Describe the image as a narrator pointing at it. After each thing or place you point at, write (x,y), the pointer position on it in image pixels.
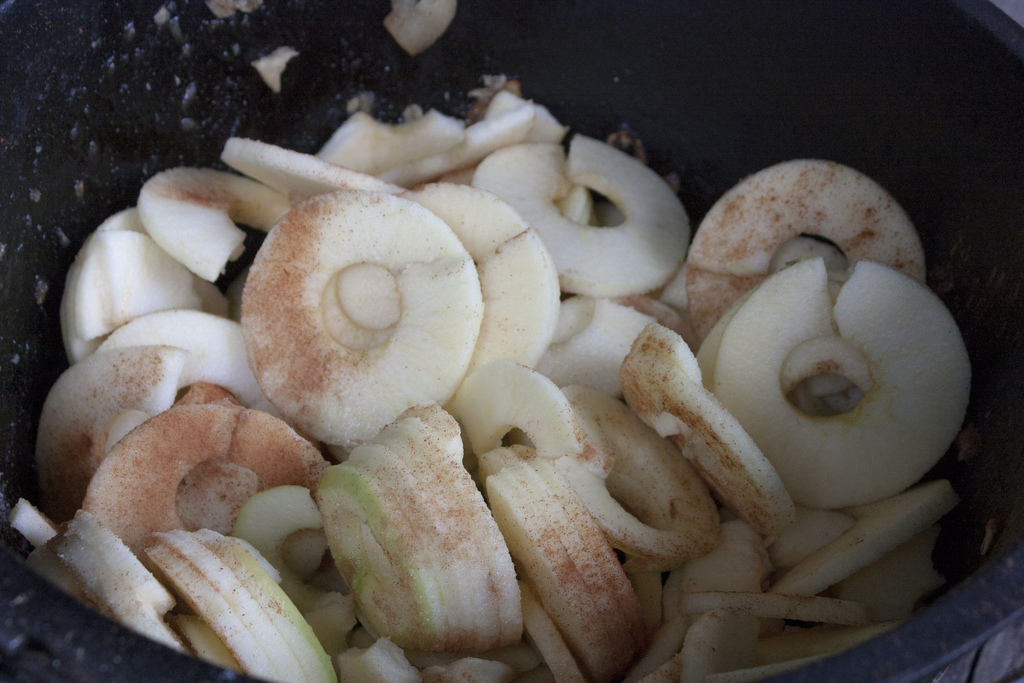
In this picture It looks like some food (547,361) in the bowl (658,18).
